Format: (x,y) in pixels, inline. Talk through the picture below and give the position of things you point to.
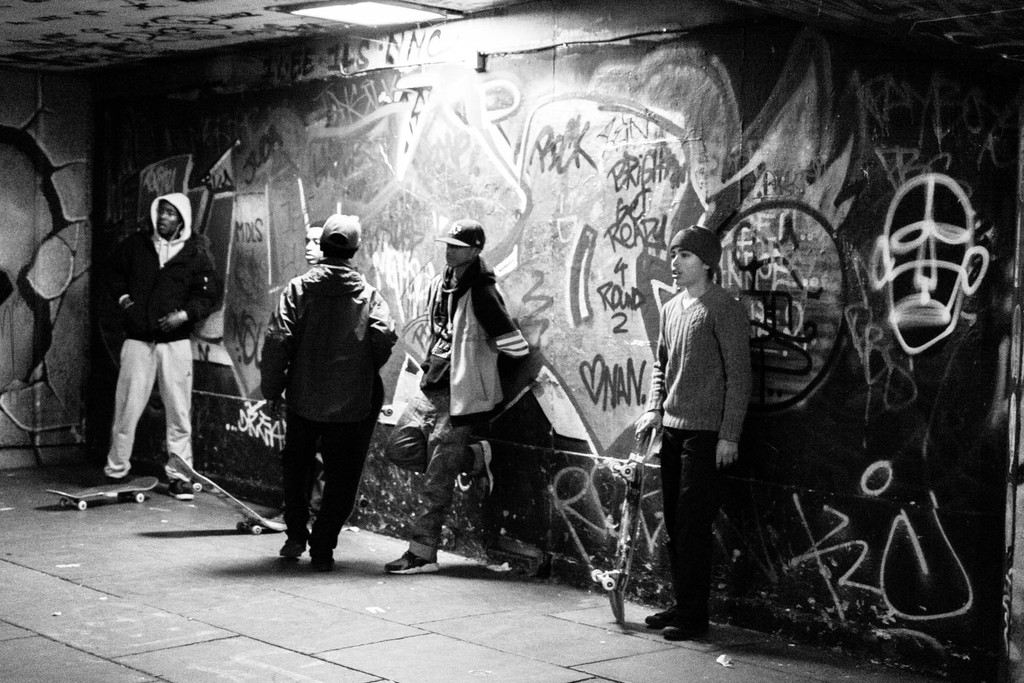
In this image we can see some group of persons (286,473) some are holding skating boards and leaning to the wall (555,272) on which there are some paintings (513,192) are drawn and some words (617,271) are written.
